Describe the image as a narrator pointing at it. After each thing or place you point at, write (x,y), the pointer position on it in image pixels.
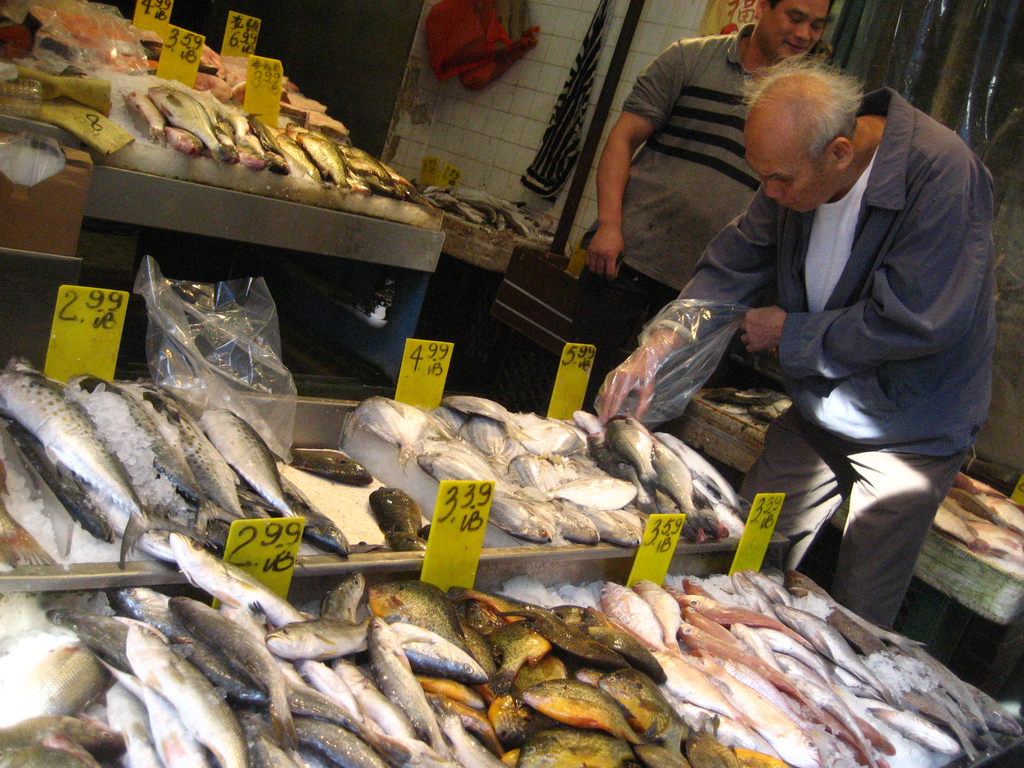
In this image in the foreground (15,552) there are fishes (15,536) kept on table (690,566), on which there are few price tags (244,529) attached to the table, on the right side (723,263) two persons (822,250) visible one person (650,396) wearing plastic cover (689,368) touching the fish (645,433), at the top (76,136) there is table (249,163) on which there are fishes (234,149) and price tags (171,37) visible, on the right side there is the wall (546,45), and cloth (492,21) hanging on the wall (531,54), there is a pole (607,104), beside the pole (581,188) fishes (474,199) kept on table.
